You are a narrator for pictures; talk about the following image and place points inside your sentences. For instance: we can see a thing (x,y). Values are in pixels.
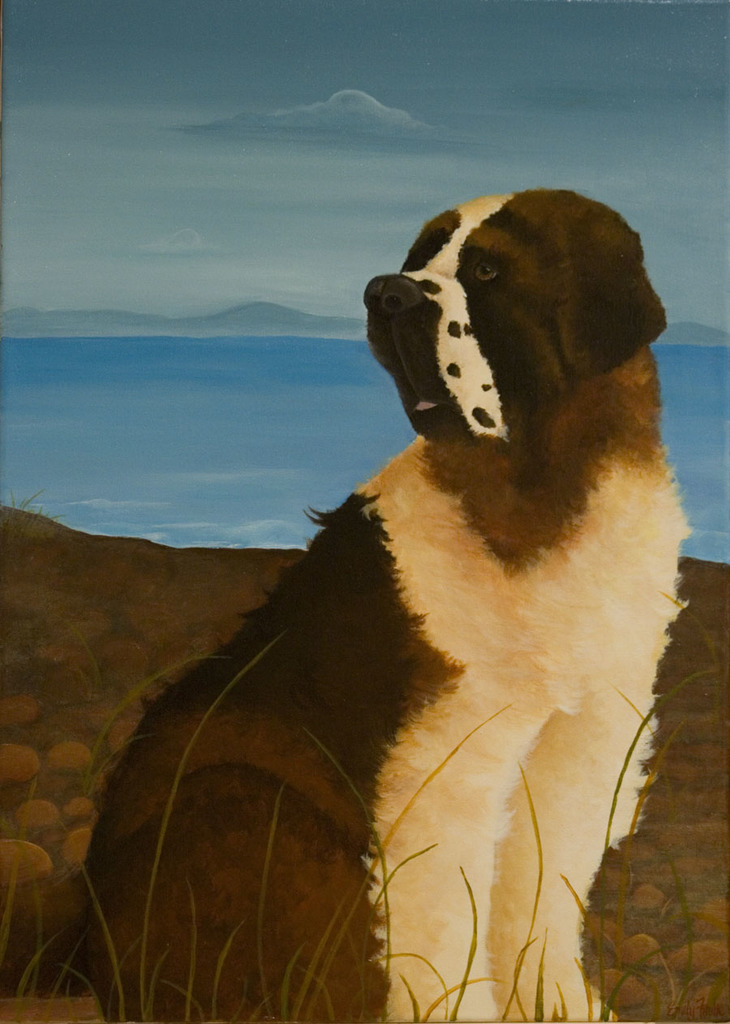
This is an animated picture. In the background (390,73) we can see the sky (607,81) and the water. In this picture we can see a dog (517,940), stones (89,806) and grass (324,747).
